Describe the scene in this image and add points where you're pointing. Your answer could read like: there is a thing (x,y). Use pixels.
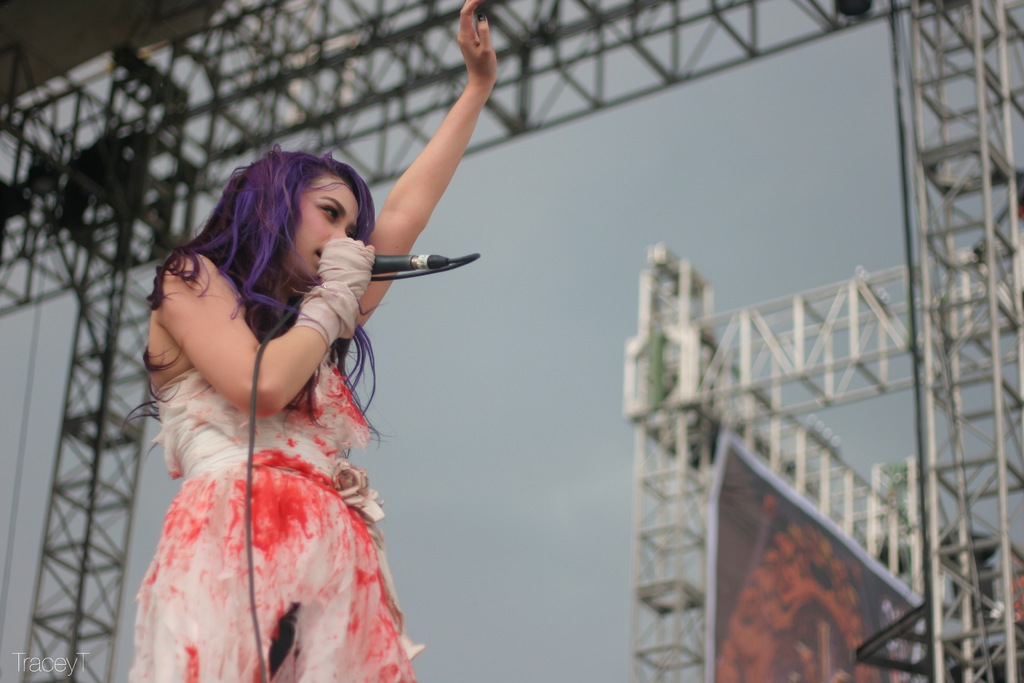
In this picture I can see a girl (231,395) standing and holding mic (382,266).
